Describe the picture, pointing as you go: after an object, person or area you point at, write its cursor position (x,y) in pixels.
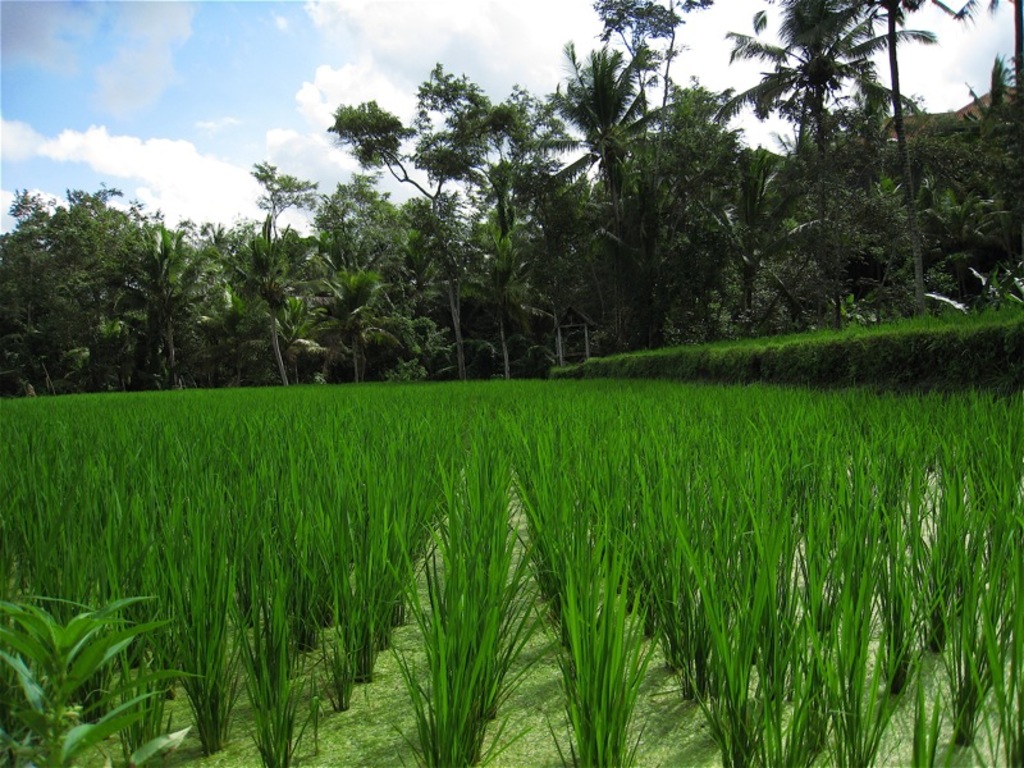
In this image I can see at the bottom (499,536) it looks like a paddy crop (540,551). In the middle (539,355) there are trees (424,201), at the top (329,84) it is the cloudy sky (350,58).
